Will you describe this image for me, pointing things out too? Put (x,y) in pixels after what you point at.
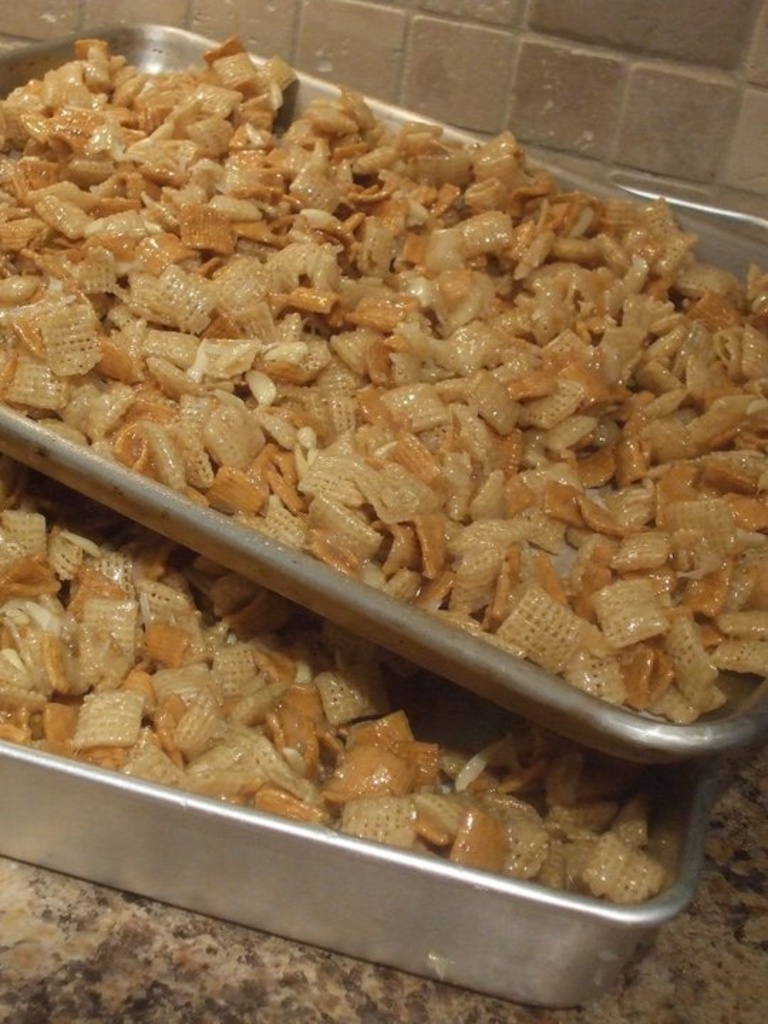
In the center of the image (355,648) there are food items (45,287) in tray (307,555). In the background of the image (524,124) there is a wall (582,91). At the bottom of the image (228,941) there is a countertop (465,1009).
